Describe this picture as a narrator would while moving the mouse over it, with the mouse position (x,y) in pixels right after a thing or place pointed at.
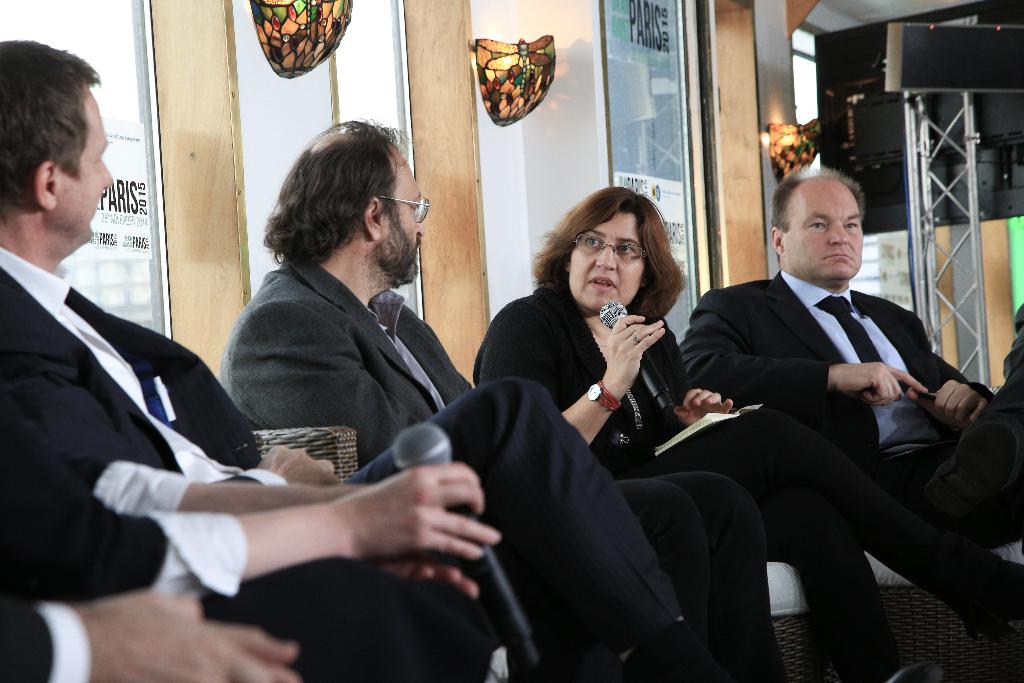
In the picture we can see three men (16,443) and a woman (762,461) sitting on the chairs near the wall (456,139) and they are in blazers (0,499), ties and woman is talking in the microphone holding it and one man (54,300) is also holding a microphone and behind them, we can see a wall (738,44) with glass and some wooden frames (440,144) in it and beside it we can see a wall (772,4) with a lamp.
